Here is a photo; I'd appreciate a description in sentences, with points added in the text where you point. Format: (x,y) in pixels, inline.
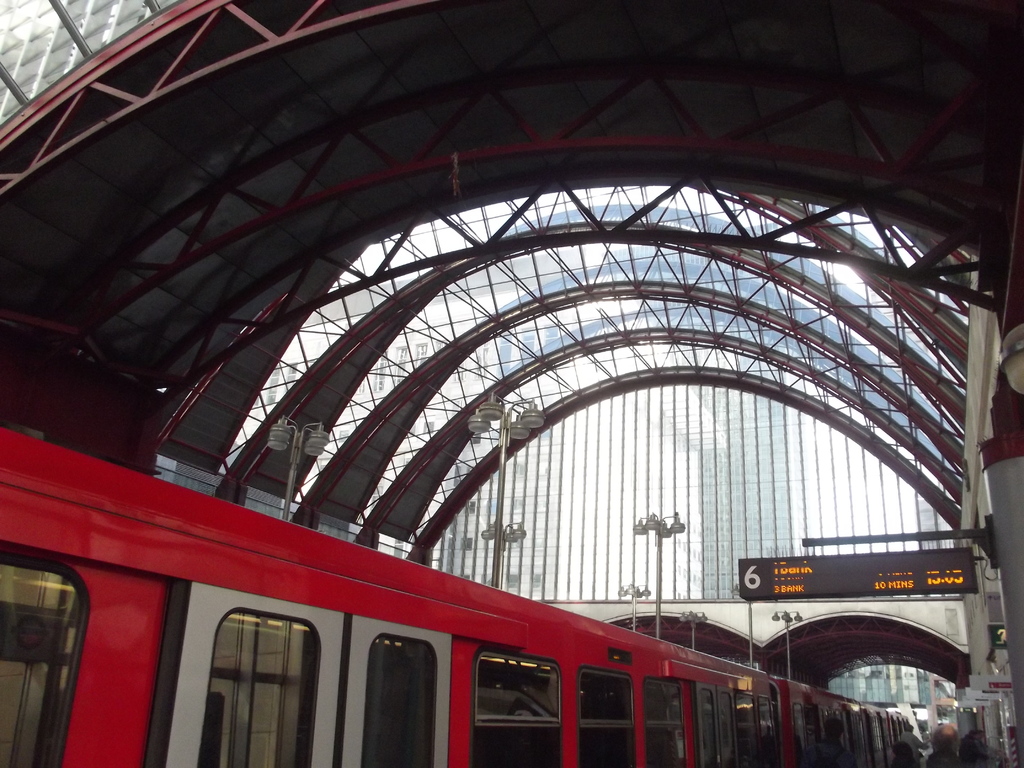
In this image there are rods (464,425), light poles (294,444), digital board (823,596), glass windows (736,492), train (609,703), people (953,733), boards (985,699) and objects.
